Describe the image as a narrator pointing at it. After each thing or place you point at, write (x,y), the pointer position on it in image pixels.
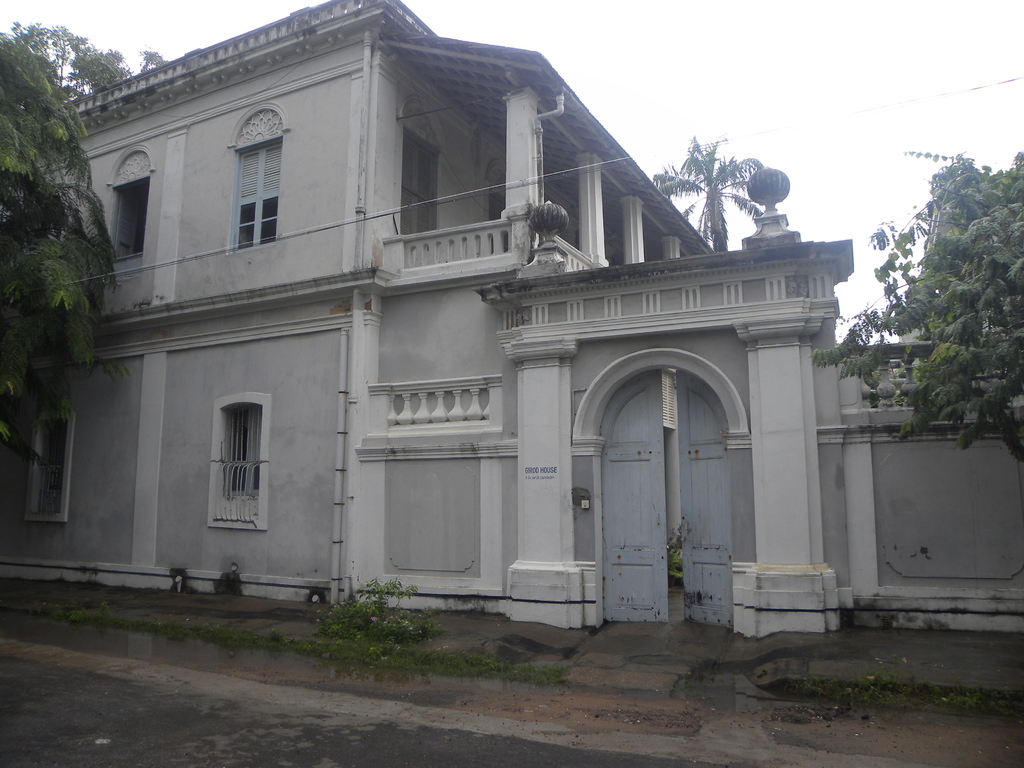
In the center of the image (573,404), we can see a building (185,199) and there are trees (890,306), doors (657,504), windows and there are wires (463,195). At the top (609,51), there is sky (741,31) and at the bottom (294,680), there is a road (334,710).
